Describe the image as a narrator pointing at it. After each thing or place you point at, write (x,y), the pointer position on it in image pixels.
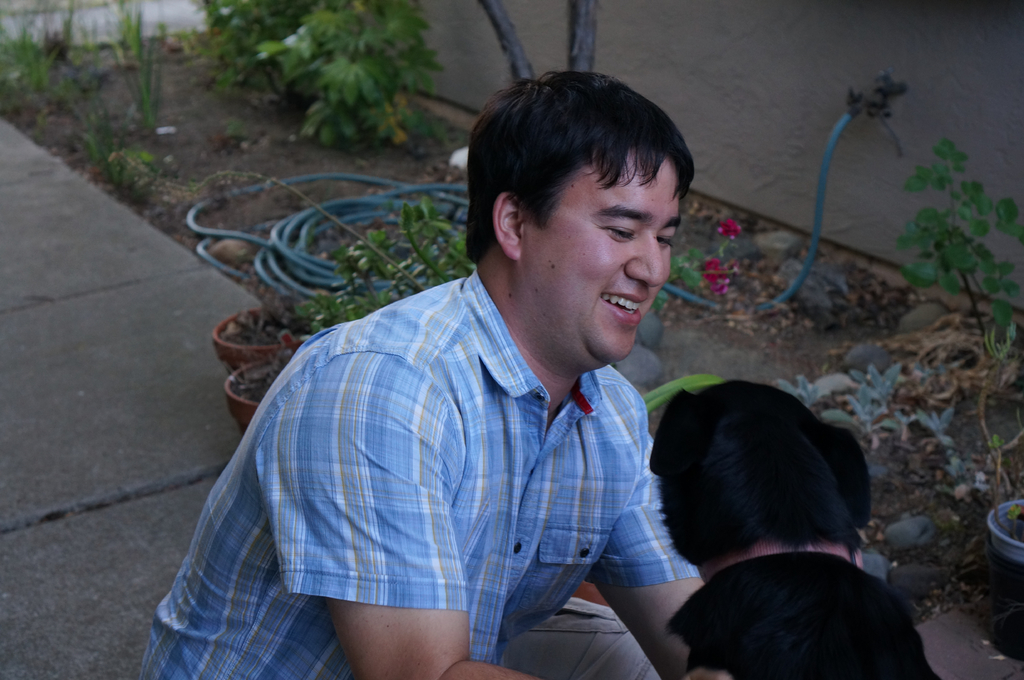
There is a man (589,497) and an animal (743,605), these are trees (350,6) and a pipe (819,203).
